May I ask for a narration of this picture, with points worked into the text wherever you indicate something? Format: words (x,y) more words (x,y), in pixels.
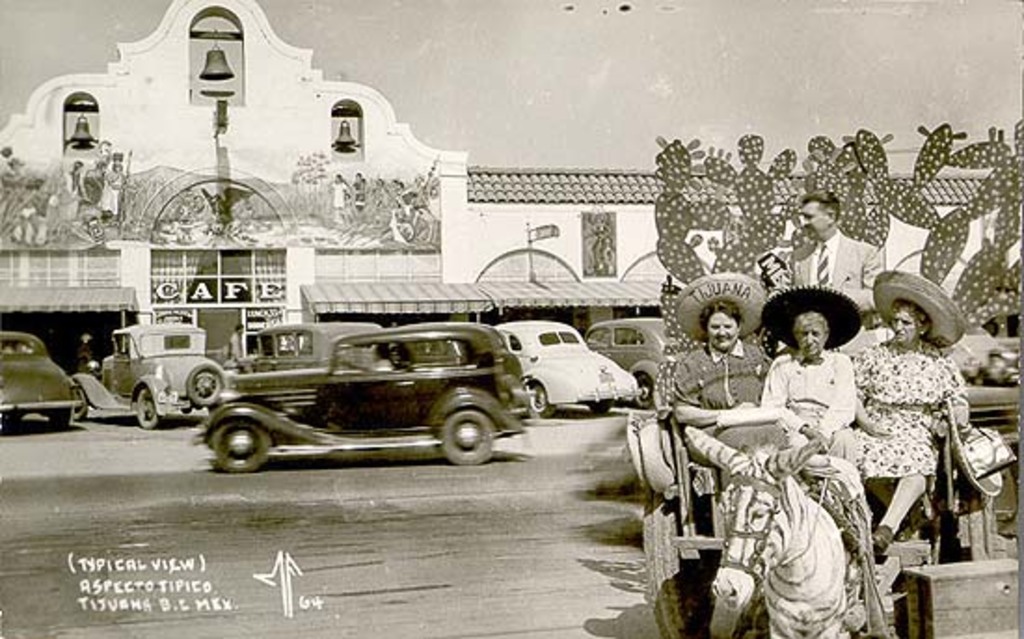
This is a black and white picture. On the right (818,335) there are few persons (838,438) riding in a horse cart (798,519) on the road (145,491). In the background (480,430) there are vehicles (398,430) on the road (148,454), buildings (155,34), windows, glass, curtain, three bells (222,70) hanged to a pole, drawings (225,205) on the wall (491,214), On the right side (747,258) we can see craft items (991,293) and this is a sky (850,125).
